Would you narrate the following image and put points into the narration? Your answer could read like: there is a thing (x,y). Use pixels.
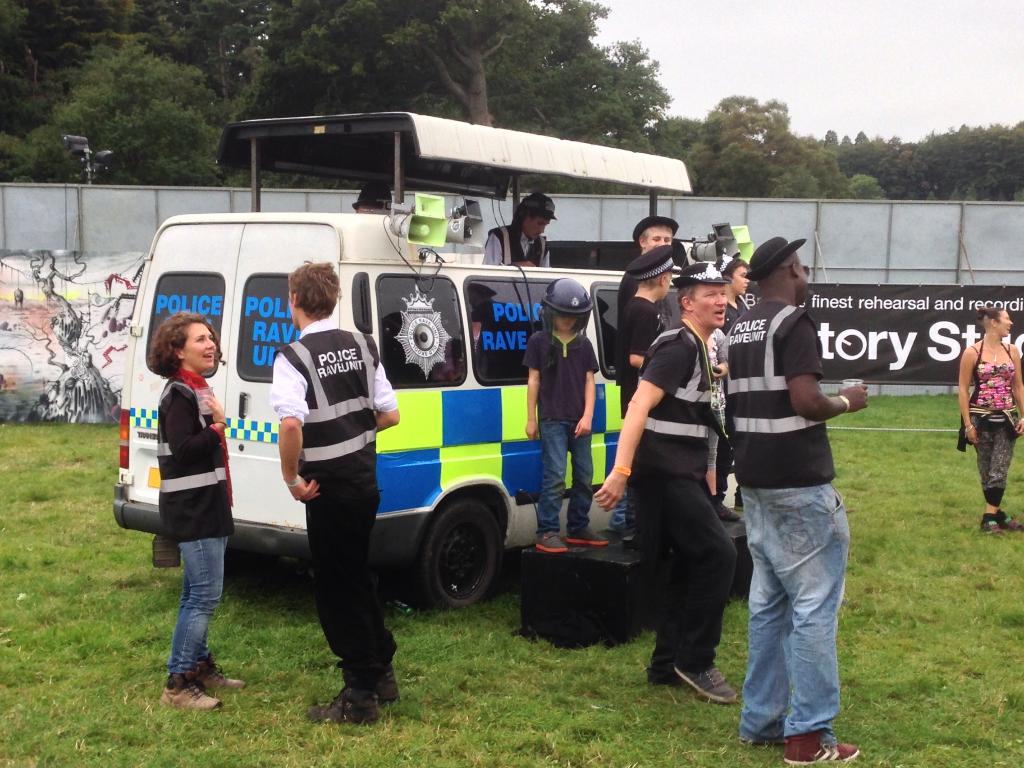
This is the picture outside of the city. There is a vehicle (498,296) in the middle of the image (529,264), There are two persons (499,261) sitting on the vehicle (352,298) and there are group of people (598,493) standing in the image. At the back (443,65) there are trees (42,68), at the bottom (100,626) there is a grass (511,681) at the top (797,39) there is a sky (860,35) and there are hoarding (965,295) around their vehicle (274,223).
